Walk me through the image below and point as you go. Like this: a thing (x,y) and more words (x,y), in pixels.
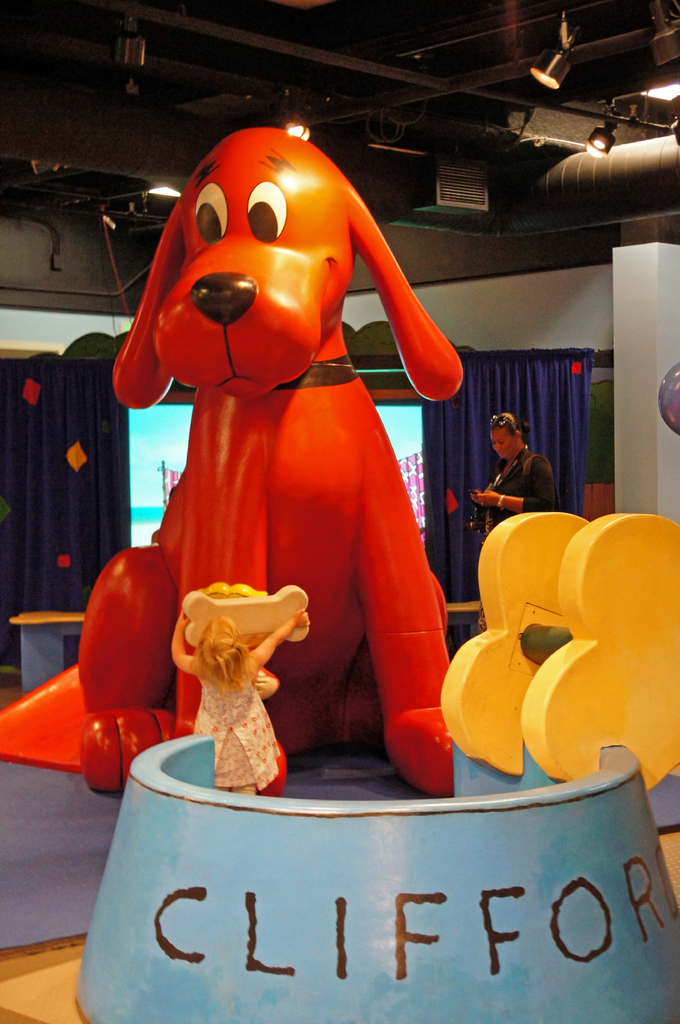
In this image we can see a child (201,729) standing here and holding a toy bone (202,615) in her hands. Here we can see a dog bowl (301,881) and a red color big toy (341,577) kept here. In the background (531,486), we can see a person (520,487) standing here, we can see the curtains (458,412) and the screen (163,458) here and lights (608,126) to the ceiling (218,24).
